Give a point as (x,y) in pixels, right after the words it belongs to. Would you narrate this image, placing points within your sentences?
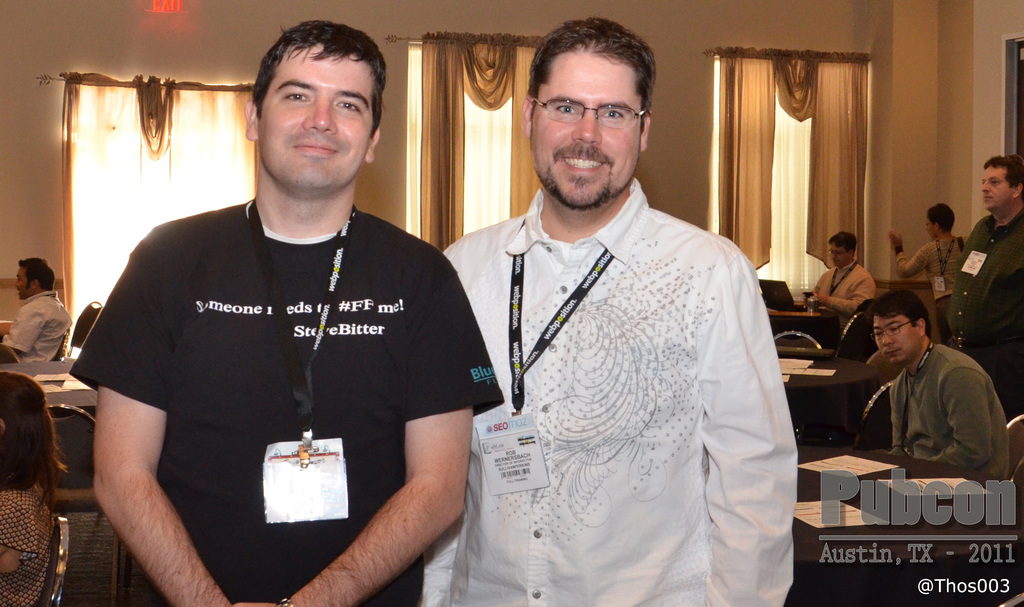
In this image there are two men (480,348) who are standing one beside the other. In the background (844,295) there are few people (880,334) sitting in the chairs (872,349). In front of them there are tables (913,462). On the tables (818,480) there are papers (860,473). In the background (494,138) there are curtains (788,139).
